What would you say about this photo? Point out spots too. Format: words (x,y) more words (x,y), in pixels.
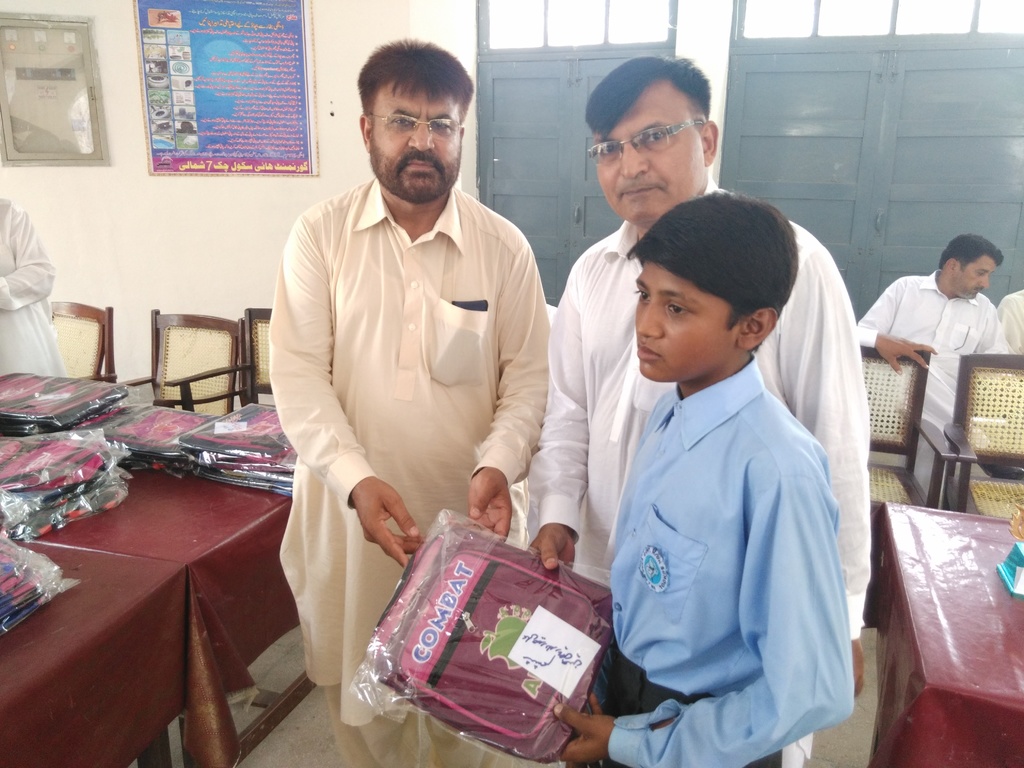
In this image we can see two persons (591,368) giving a bag (599,615) to the boy (757,422). In the background (27,403) we can see many bags (25,494) on the table (163,649). Image also consists of doors (607,47), poster (256,94) and a switchboard box (57,125) to the wall (113,198).
